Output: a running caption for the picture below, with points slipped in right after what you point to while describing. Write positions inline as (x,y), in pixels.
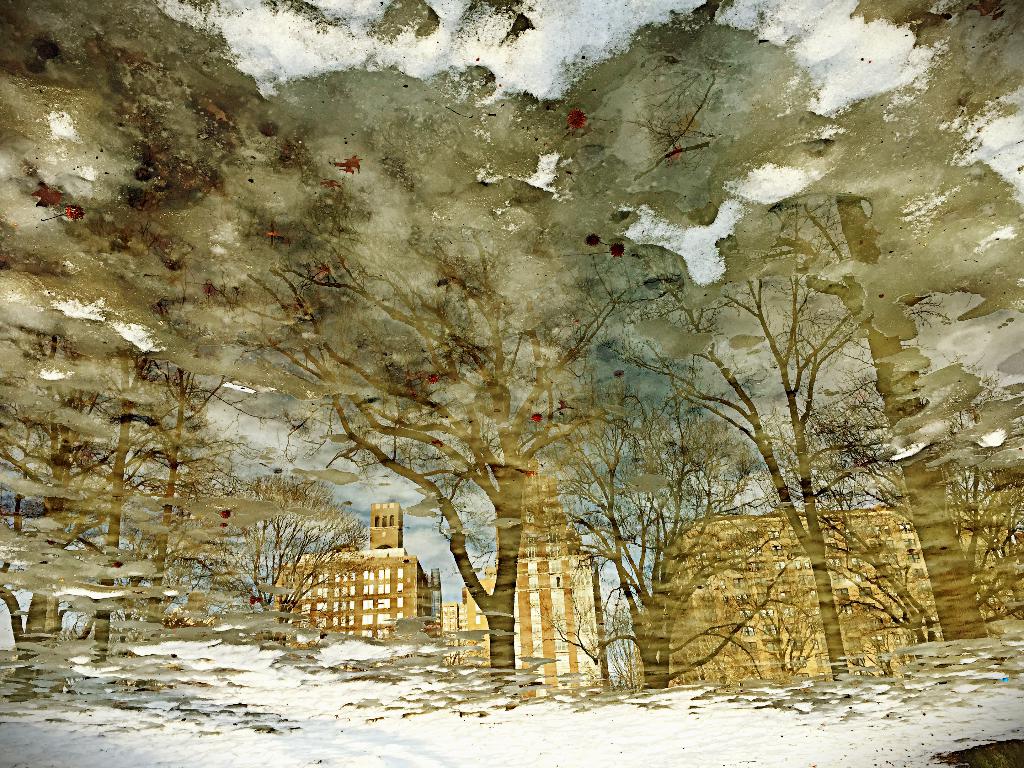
This image consists of a painting (469,482) with a few images of buildings (355,629) and trees (506,608) with stems (181,430), branches (102,445) and twigs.
